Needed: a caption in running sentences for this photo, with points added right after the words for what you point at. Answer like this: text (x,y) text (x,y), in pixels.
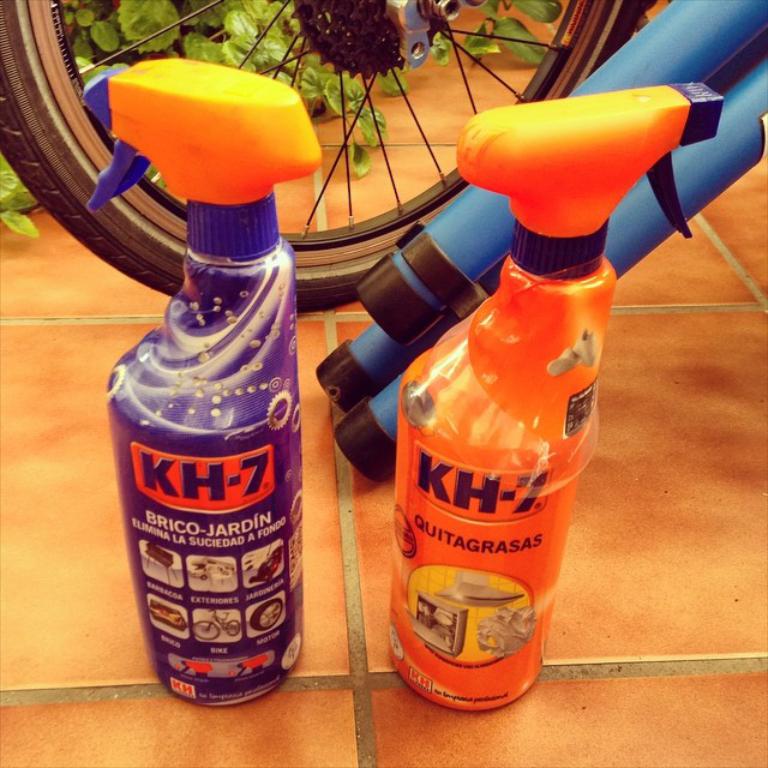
In this image I can see two bottles (221,535), a wheel (329,294) on the ground (321,553).
